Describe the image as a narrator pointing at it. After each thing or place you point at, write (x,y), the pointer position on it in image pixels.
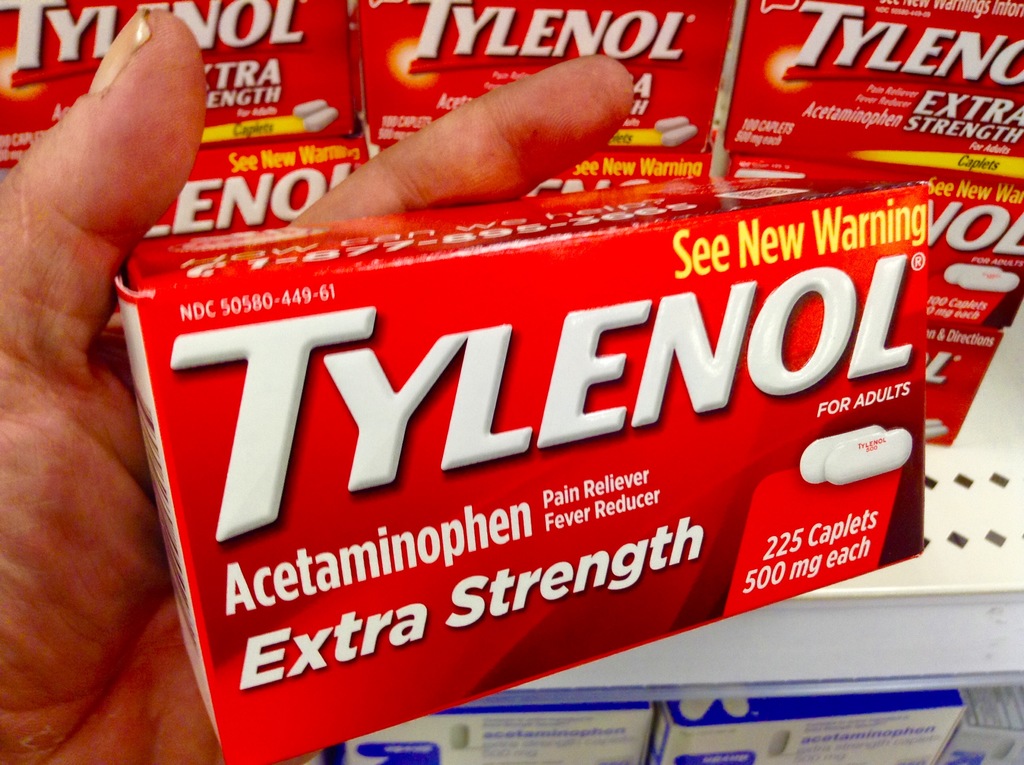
In this image I can see the red color boxes (382,332) and I can see the name (291,397) written on it. One person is holding the box (669,532). In the back (421,69) there are few more boxes (923,31) in the white color rack (896,604).
